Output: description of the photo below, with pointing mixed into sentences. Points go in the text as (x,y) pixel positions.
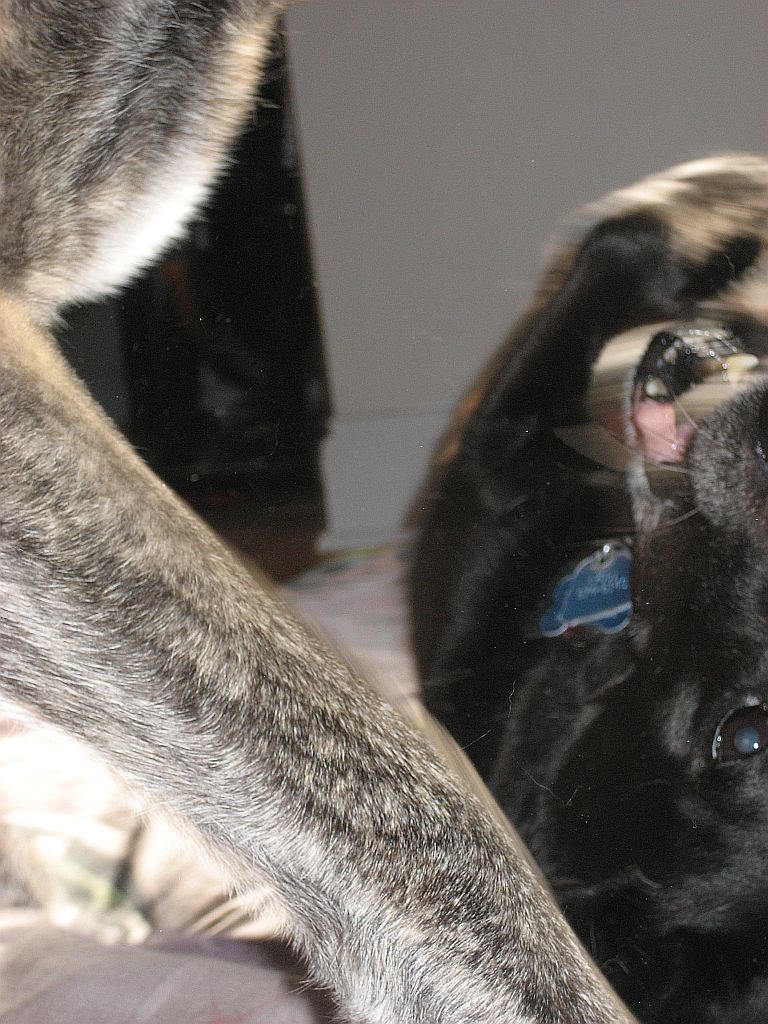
In this image there is a dog (653,364) and a leg (219,576) of another dog (128,256).
